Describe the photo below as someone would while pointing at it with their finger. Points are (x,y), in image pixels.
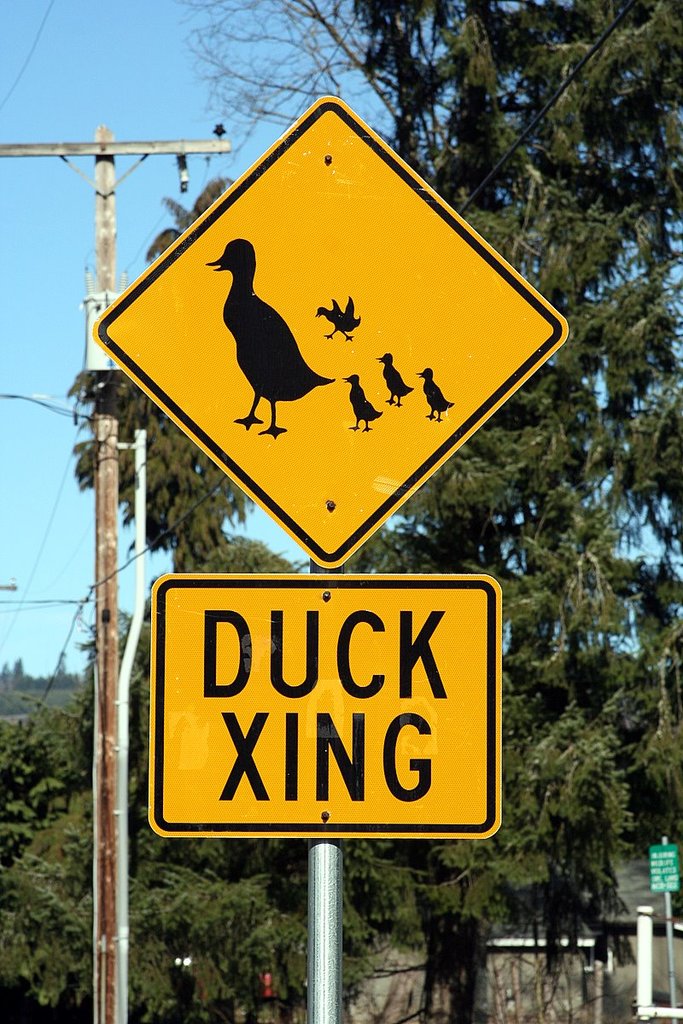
In the center of the image (316,590) there is a sign board (299,809). In the background (318,24) we can see pole (11,145), trees (548,72) and sky (86,80).
